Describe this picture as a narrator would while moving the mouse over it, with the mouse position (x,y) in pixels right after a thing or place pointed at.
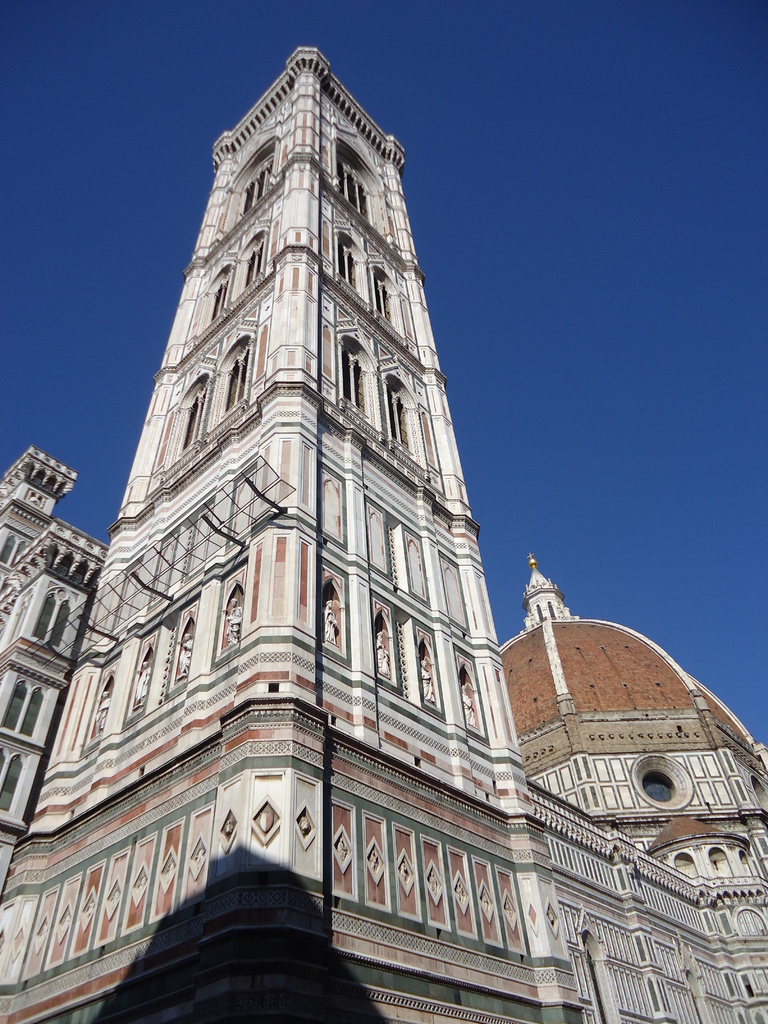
In this image in front (296,748) there are buildings (411,827). In the background of the image (519,407) there is sky (657,236).
